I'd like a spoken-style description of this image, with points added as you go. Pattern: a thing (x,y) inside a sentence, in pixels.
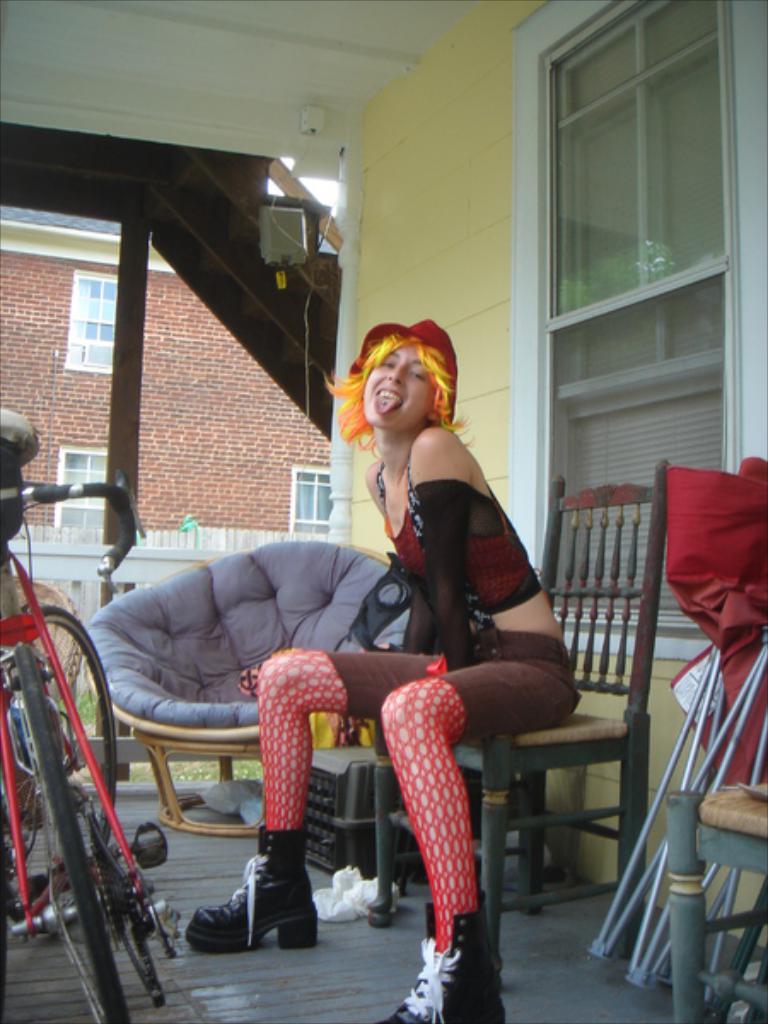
In this picture there is a girl (457,777) who is sitting on the chair (384,804) at the right side of the image (606,722) and there is a bicycle (9,685) which is placed at the left side of the image (110,1007) and there is one more chair (127,702) behind the girl (377,669) in the image, there is a house (40,249) in the background of the image (227,385) and a staircase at the left side of the image (131,333), there is an umbrella (635,895) at the right side of the image (655,801), the girl (367,657) is seems to be posing in front direction.
